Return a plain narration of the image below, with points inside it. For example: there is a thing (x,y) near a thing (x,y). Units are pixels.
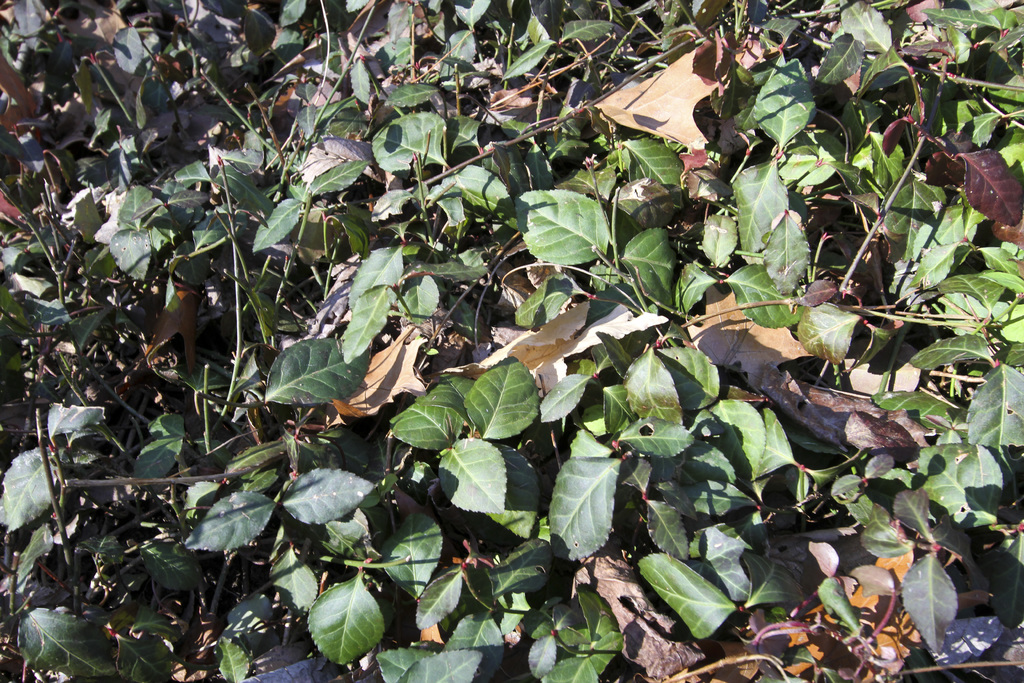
In this image there are leaves (585,503).
